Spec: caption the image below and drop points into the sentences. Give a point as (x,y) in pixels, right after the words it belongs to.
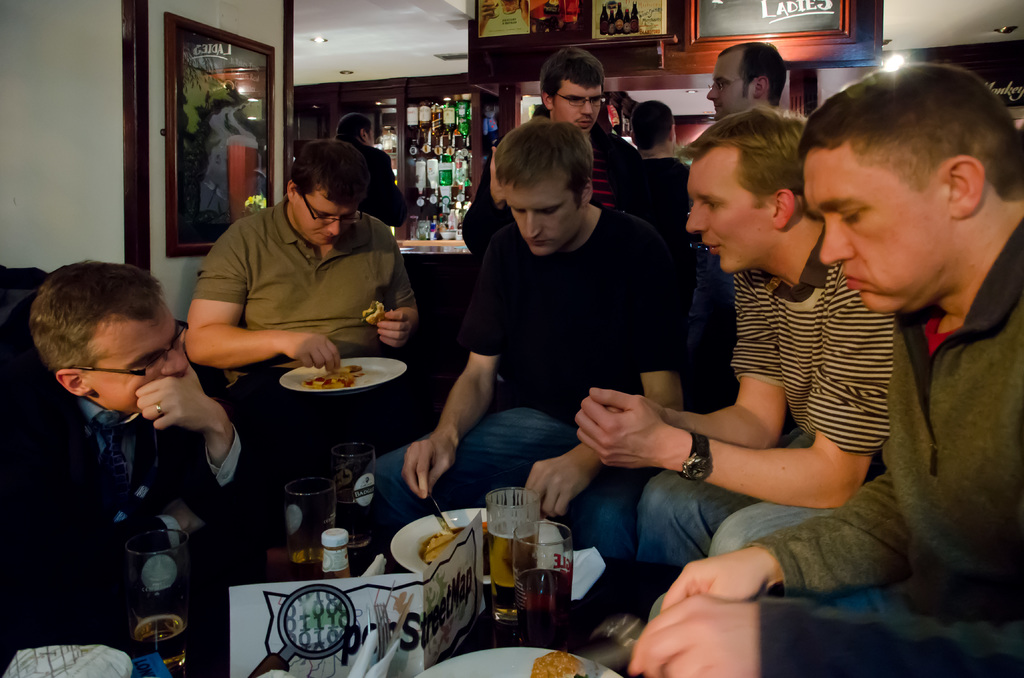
In this image we can some group of persons (536,305) sitting on couch (418,364) and some are standing, in the foreground of the image (426,601) we can see a table (369,553) on which there are some bottles (331,572), glasses (492,603), plates (438,668) and some other items (245,599) and in the background of the image (461,181) there are some bottles (455,165) arranged in shelves (382,121) and some paintings (254,116) attached to the wall (157,111).
